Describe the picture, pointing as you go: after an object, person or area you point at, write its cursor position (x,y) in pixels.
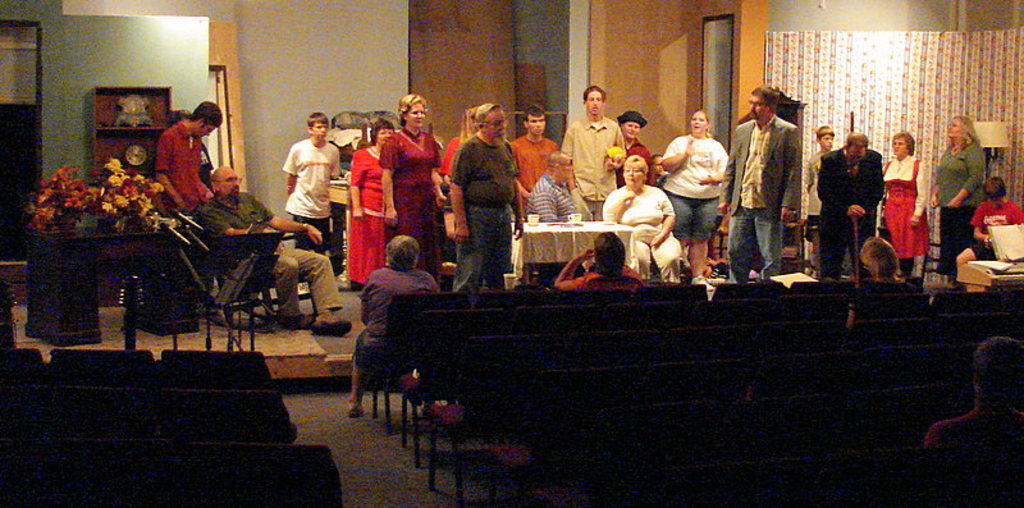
As we can see in the image there is a wall (421,38), curtains (1022,161), lamp (1004,129), chairs (42,475), tables (129,254), flowers (93,198) and group of people (586,176) sitting here and there.
